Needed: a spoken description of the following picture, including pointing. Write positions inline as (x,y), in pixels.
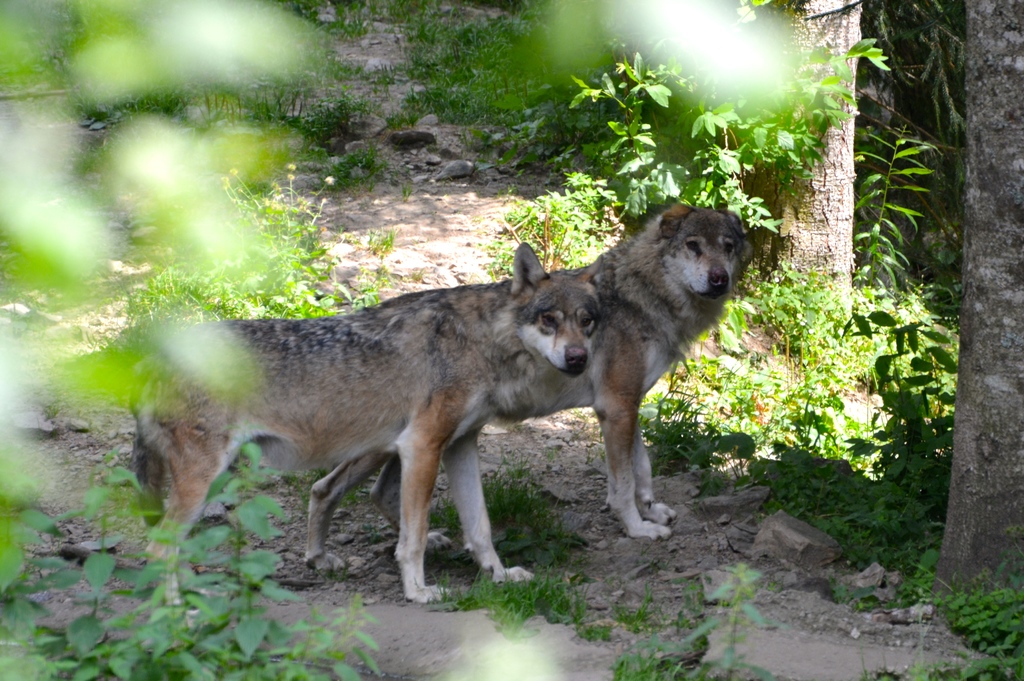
In this image there are two wolves (560,287) which are standing on the ground (574,515). On the right side (840,132) there are two trees (851,110). On the ground (658,546) there are small plants (752,438) and stones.
